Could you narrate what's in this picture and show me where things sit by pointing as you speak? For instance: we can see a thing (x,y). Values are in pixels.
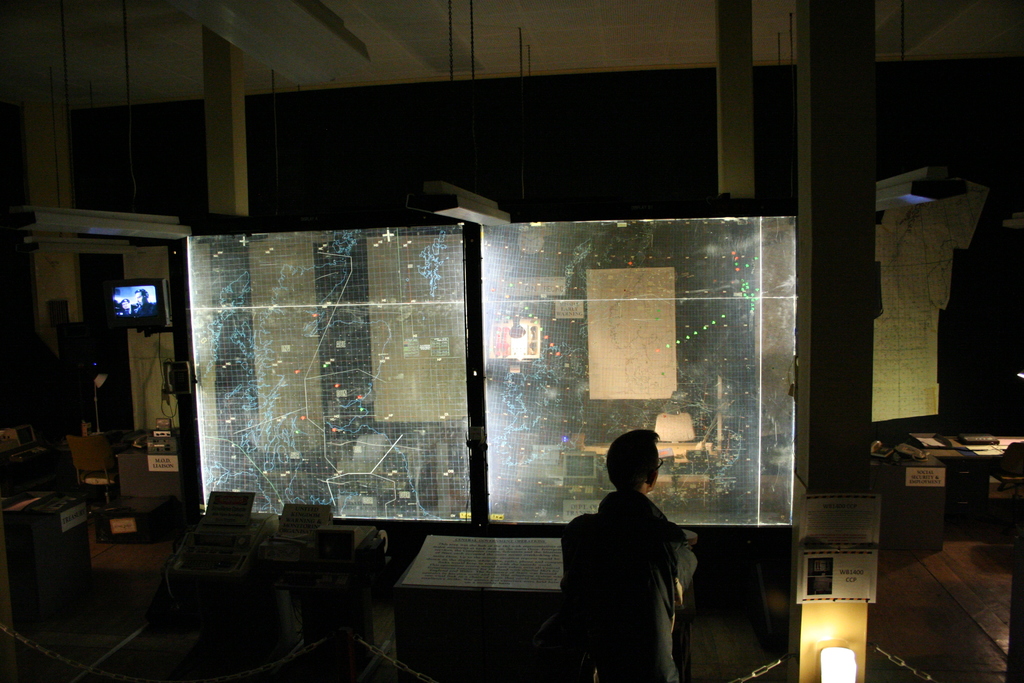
At the bottom of the image (679,659) a person (675,682) is standing and watching. Beside him there are some tables (251,567) and there is a screen (623,400). Behind the screen (650,415) there is a wall (414,161) and there is a television (143,314), on the wall (913,63) there are some posters (893,406). At the top of the image (24,43) there is roof (56,29).
